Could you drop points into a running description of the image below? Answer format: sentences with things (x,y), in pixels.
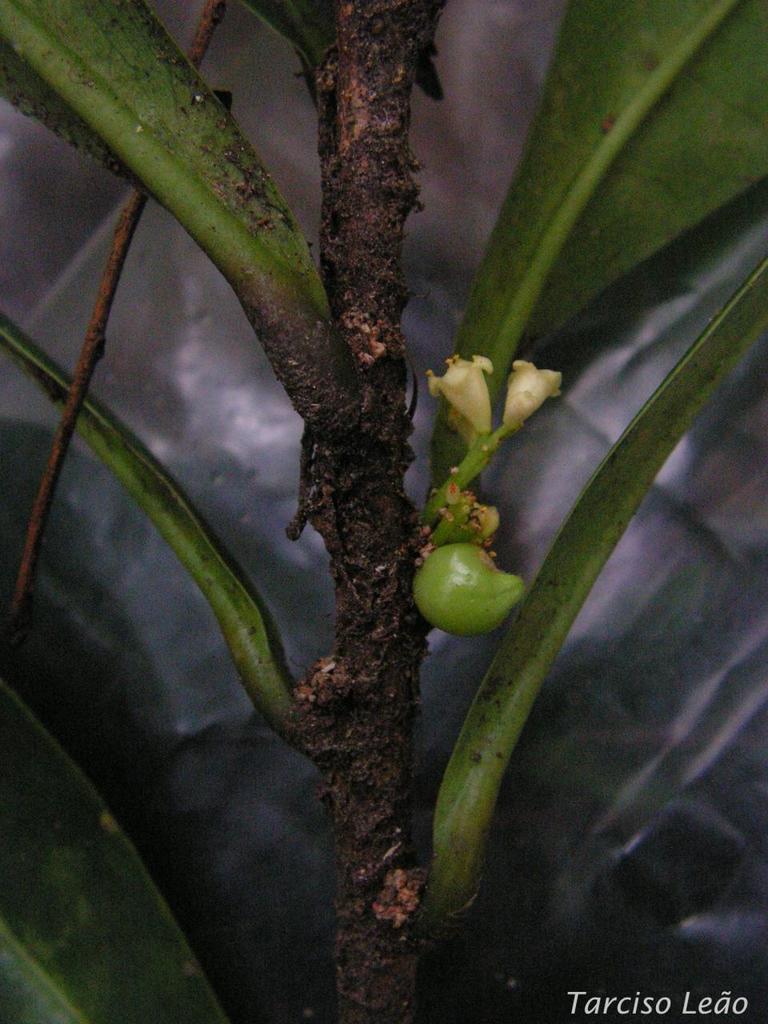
In this picture I can see there is a plant (476,423) and it has few leaves (328,13) and there are flowers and fruits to it. There is something written at the right bottom of the picture (648,1001) and the backdrop (737,985) is blurred.
